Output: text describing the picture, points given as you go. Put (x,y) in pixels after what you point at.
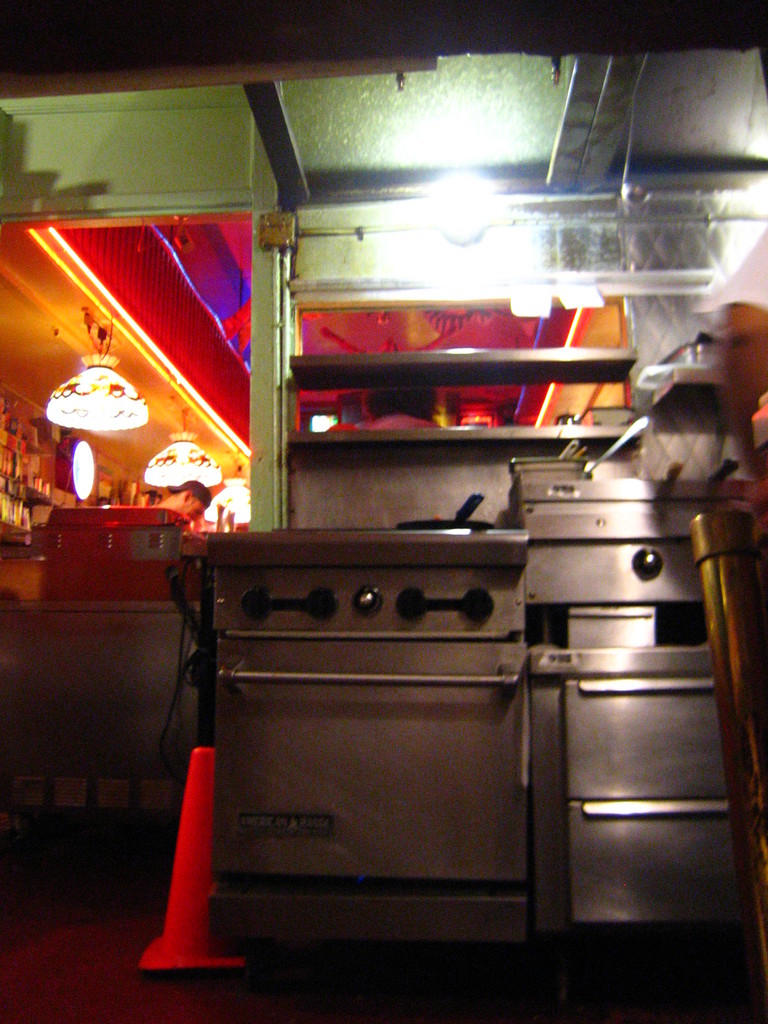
In this picture we can see a person (201,499). There are boxes (61,586) on the table (151,618). We can see a few lights (64,421) on top (110,317). There is a pan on a surface (241,652).
